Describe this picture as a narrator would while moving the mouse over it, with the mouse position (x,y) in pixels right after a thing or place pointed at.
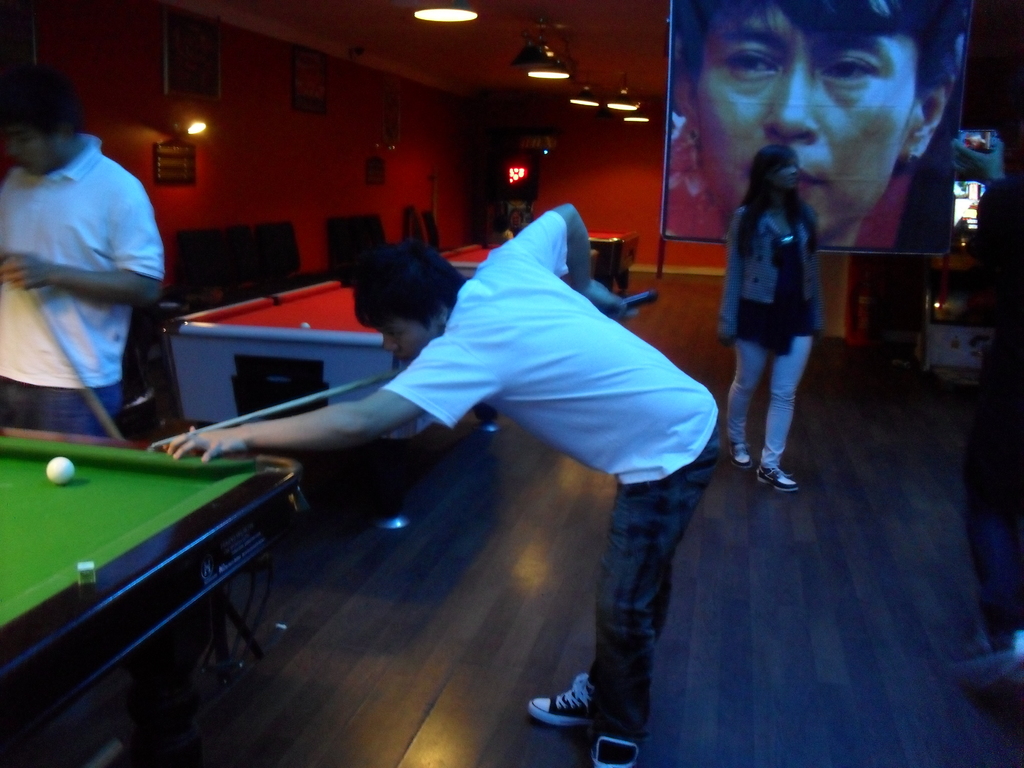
In this image there are 2 persons (11,406) standing and playing the snooker game near the snookers board (257,541) and in back ground (895,88) there is a screen (756,108), another person (782,355), light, chairs (349,221).
